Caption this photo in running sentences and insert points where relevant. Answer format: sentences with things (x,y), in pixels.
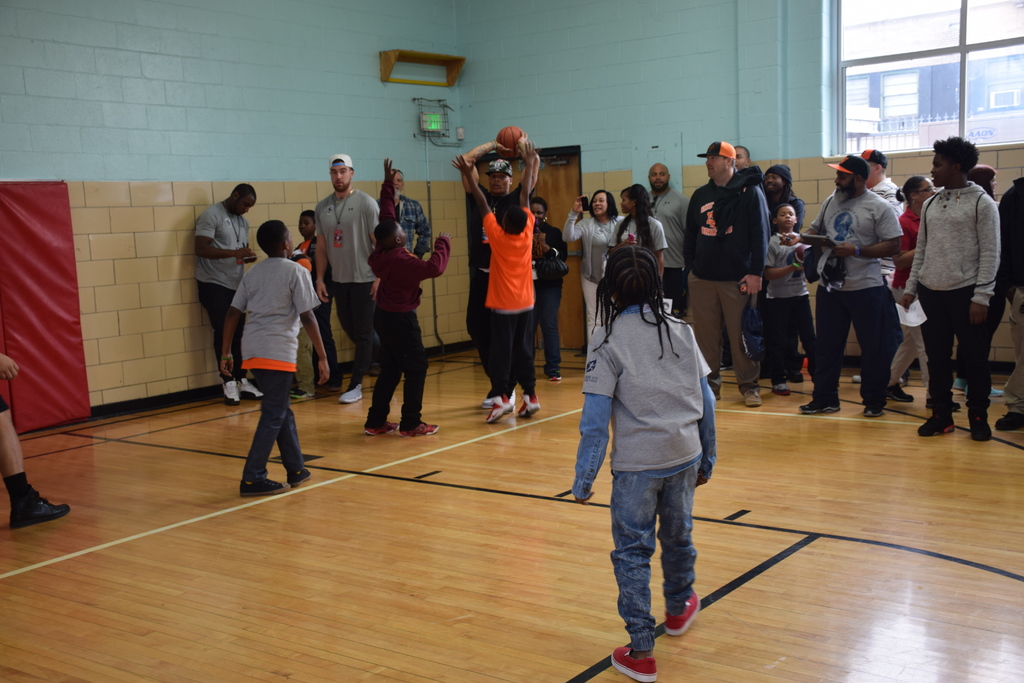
In this picture we can see some people (744,187) standing here, there is a basketball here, in the background (577,75) there is a wall (662,78), we can see a glass window (930,80) here.
